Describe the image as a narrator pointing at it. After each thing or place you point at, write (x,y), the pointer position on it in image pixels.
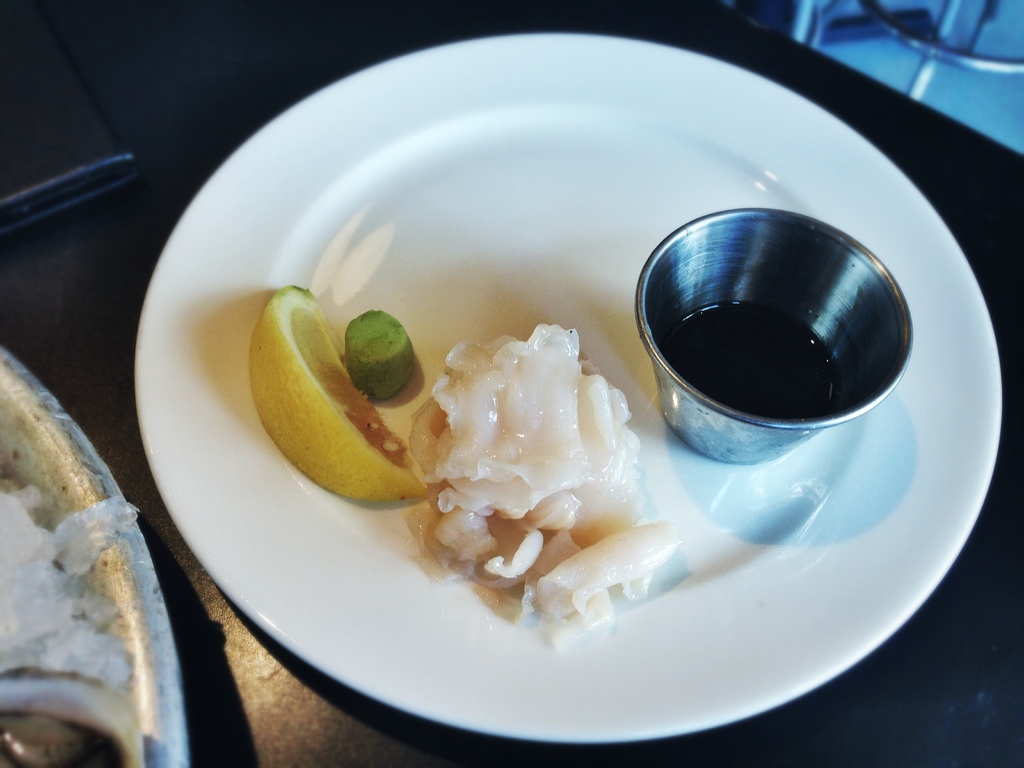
In this image we can see a bowl (862,338) with liquid (756,377) and food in a plate (761,529) which is on a platform (625,12). On the left side of the image (107,624) we can see objects (68,451) which are truncated.
